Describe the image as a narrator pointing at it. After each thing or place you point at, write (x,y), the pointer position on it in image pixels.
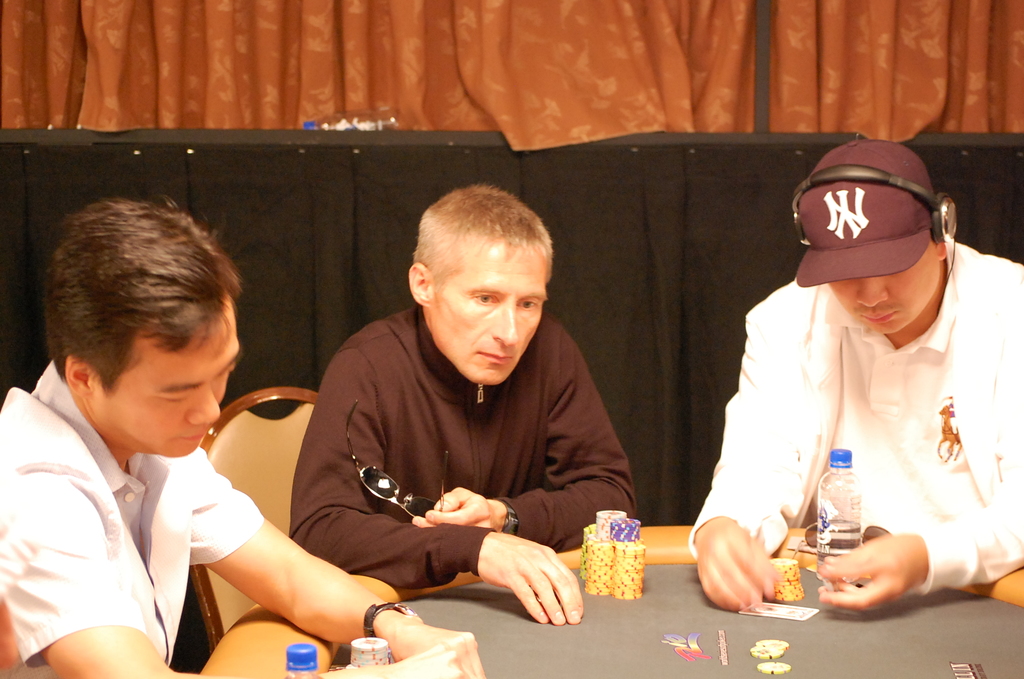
In this image there are 3 persons (964,516) sitting in chair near the table (622,618) and in table (604,622) there are casino coins (637,565), cards (804,608), bottle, and at back ground (709,259) there is a curtain (449,59).
